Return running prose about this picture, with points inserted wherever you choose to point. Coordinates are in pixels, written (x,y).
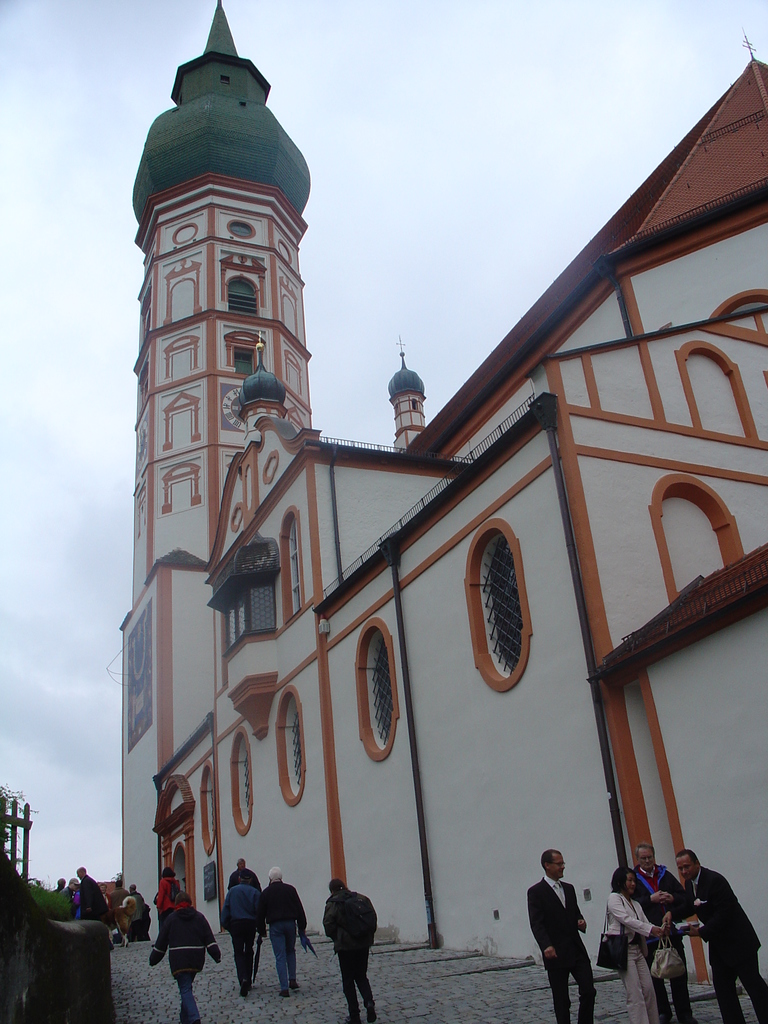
In this picture I can see a building (316,929), side we can see a path (338,1023) on which we can see few people (191,930).
